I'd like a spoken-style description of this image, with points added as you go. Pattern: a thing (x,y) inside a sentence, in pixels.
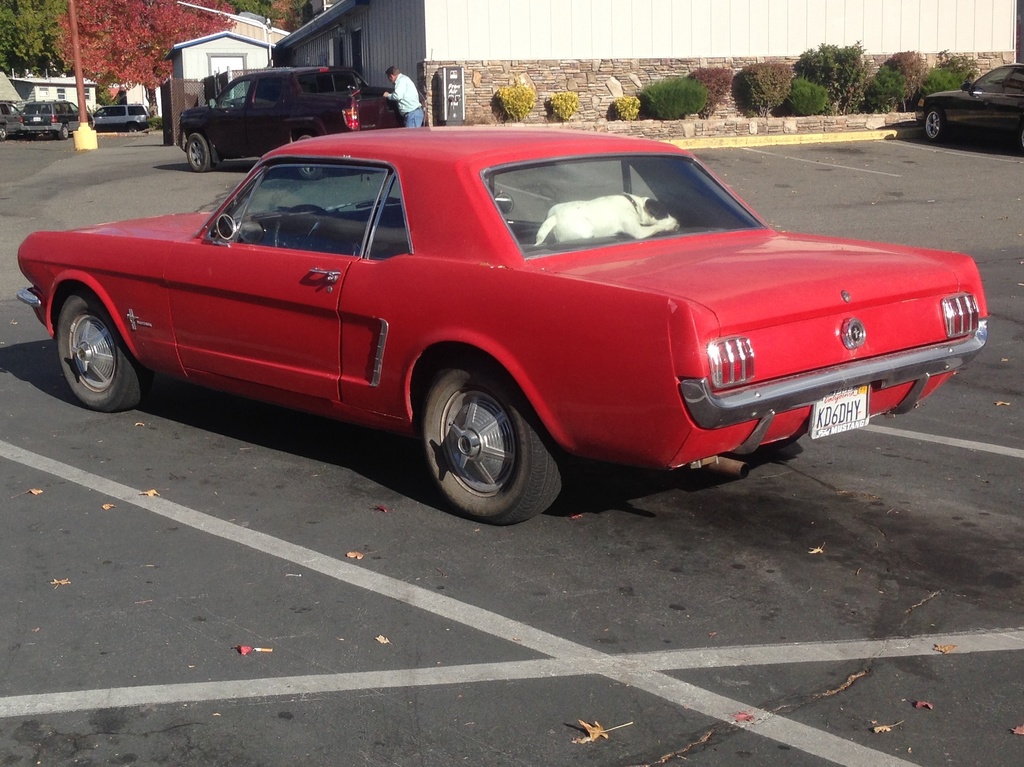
The red car (702,184) is highlighted in this picture. This car (456,277) has number plate (827,418) and wheels (461,415). In this red car (511,254) there is a dog (590,227). Far there are number of plants (717,80) which are in yellow, green and red color. There are many houses (259,51). These houses (52,89) are in white color. Pole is in red color. Trees (143,27) are in green red color. Far there are number of vehicles (228,133). Backside of this black vehicle (304,87) a human (407,98) is standing.
